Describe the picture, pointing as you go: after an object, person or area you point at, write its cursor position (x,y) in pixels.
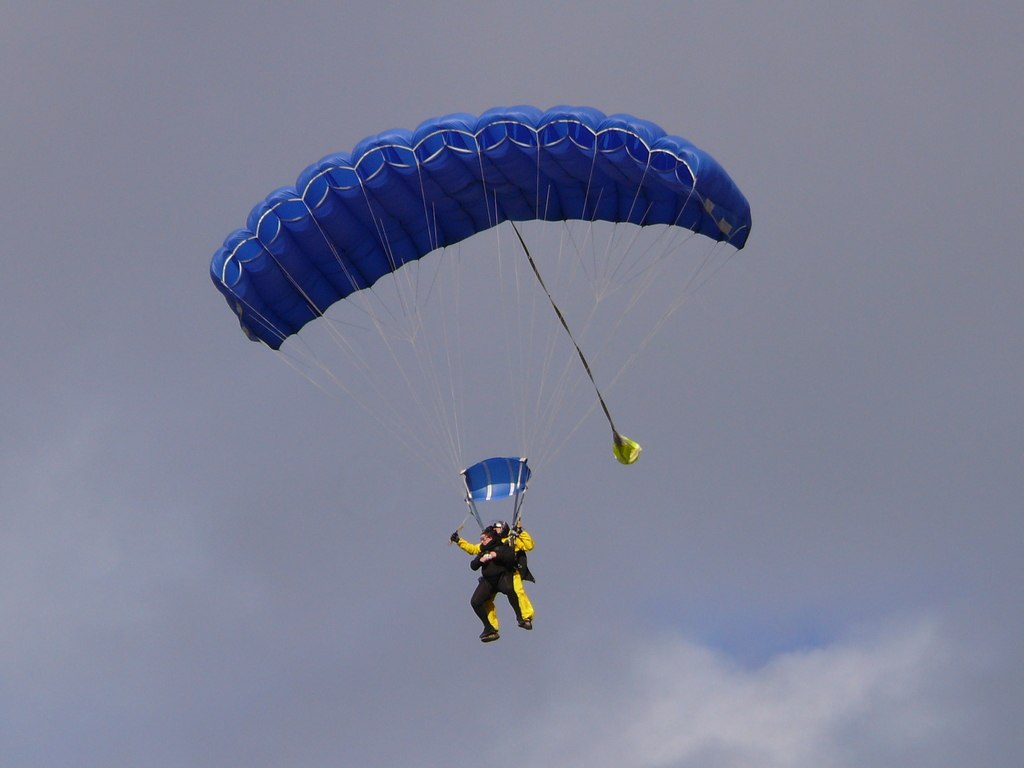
In this image we can see two people (473,561) flying with the help of a parachute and in the background (460,532) we can see the sky (810,73) with clouds (720,143).
